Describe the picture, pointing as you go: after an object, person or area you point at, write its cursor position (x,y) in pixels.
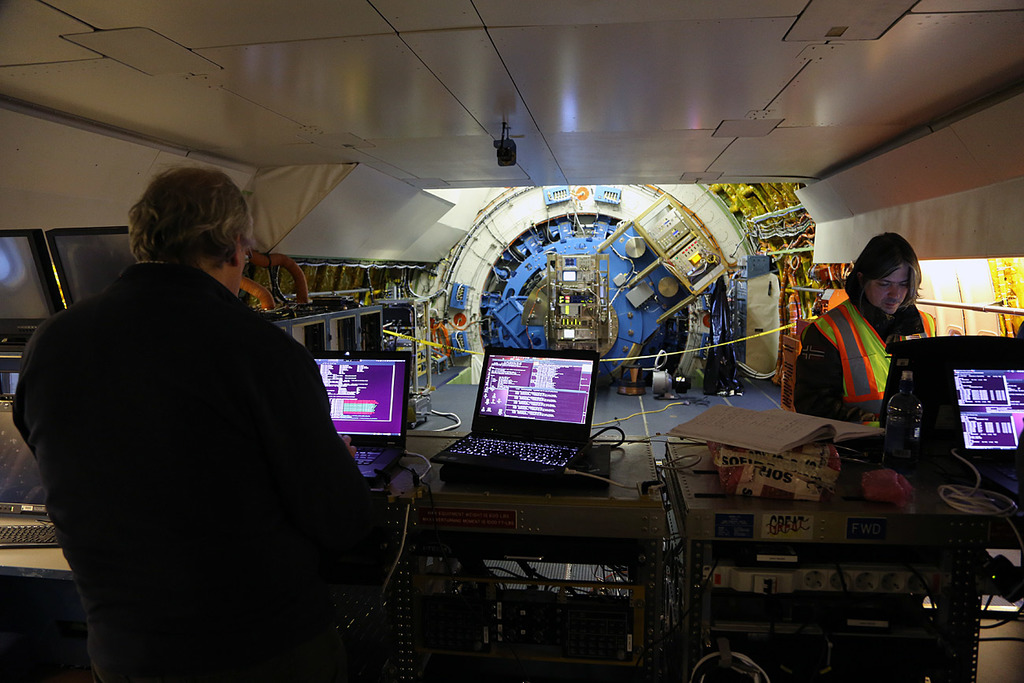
In this picture there is a person (251,408) wearing black dress (133,418) is standing and operating a laptop (340,419) in front of him and there is another laptop (484,423) beside him and there is another person (859,316) operating a laptop (952,372) in the right corner (939,363) and there are few desktops (26,490) and a keyboard (28,540) in the left corner (27,500) and there some other objects (575,274) in the background (588,262).
